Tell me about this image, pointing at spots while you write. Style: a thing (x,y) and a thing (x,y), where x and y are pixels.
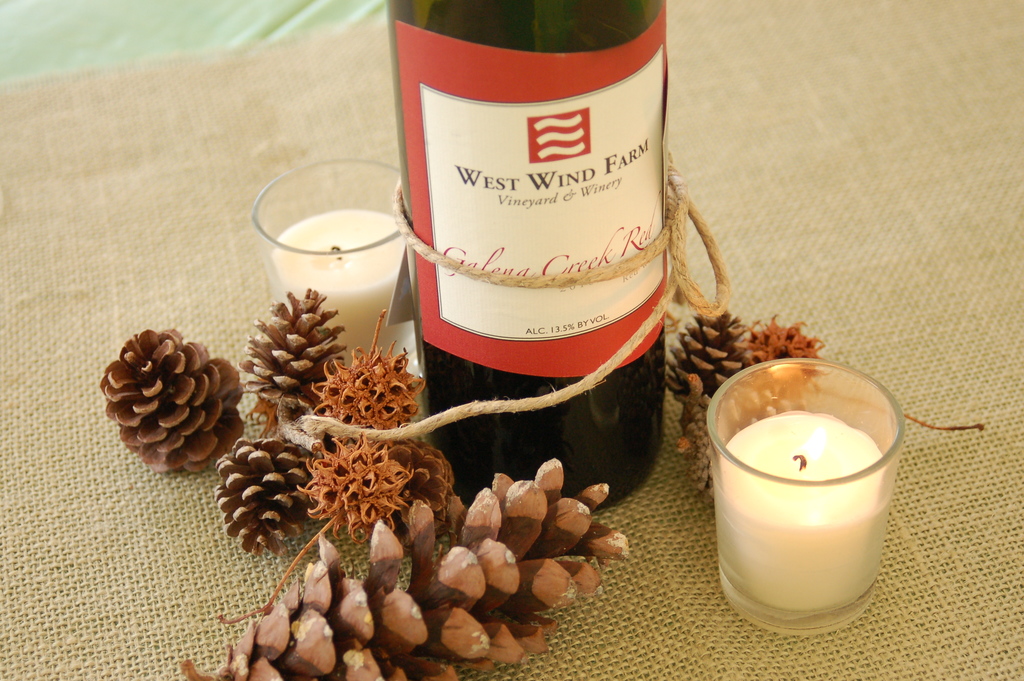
In the foreground of this image (595,423), there is a bottle (540,288), two glass candles (776,515) and few pines (415,452) are on a mat like structure (183,194).
